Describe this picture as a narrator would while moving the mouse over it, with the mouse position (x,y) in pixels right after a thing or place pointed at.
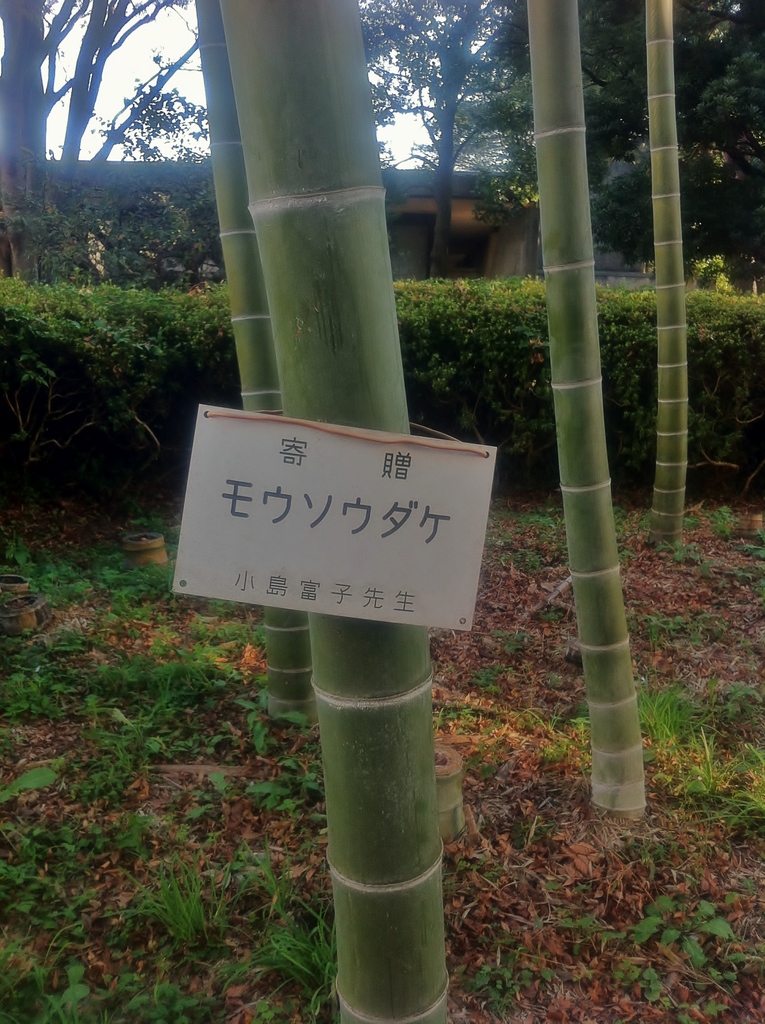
In the center of the image (361,386) we can see a few bamboo sticks (383,330). On the front bamboo stick (291,306), we can see one banner (300,553). On the banner (313,522), we can see some text (305,592). In the background (726,174) we can see the sky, clouds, trees (692,261), plants (544,470), grass (521,543) etc.
